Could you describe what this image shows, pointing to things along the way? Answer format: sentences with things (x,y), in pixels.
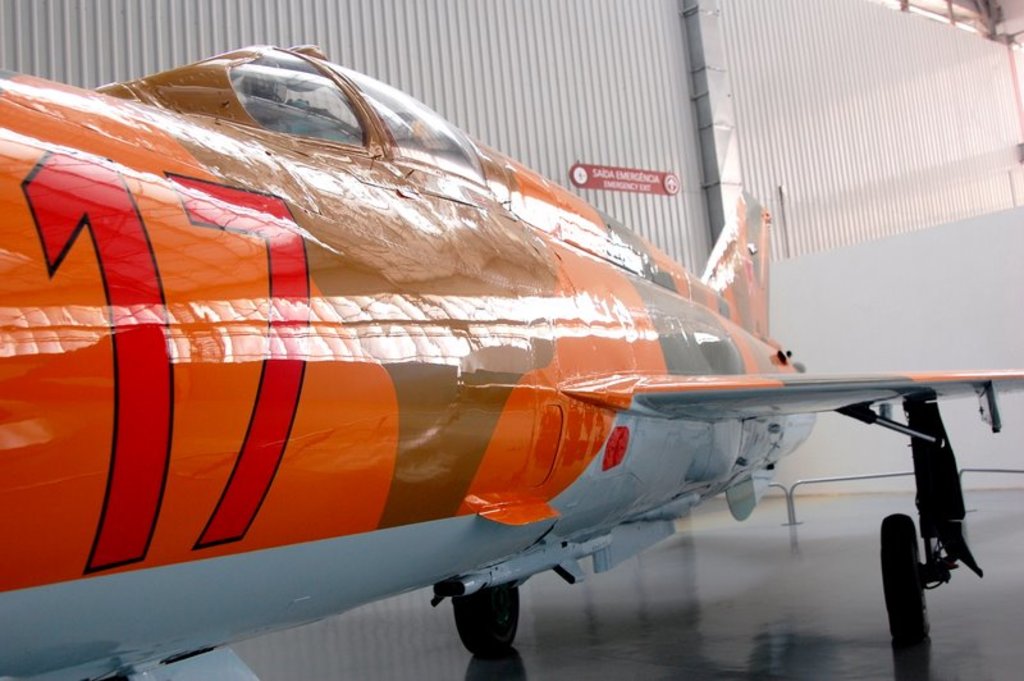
In this image in the front (435,329) there is an airplane (468,327). In the background (900,294) there is an object (858,302) which is white in colour and there is a metal sheet (681,113) and there is some text (642,175) written on the metal sheet (636,154).
